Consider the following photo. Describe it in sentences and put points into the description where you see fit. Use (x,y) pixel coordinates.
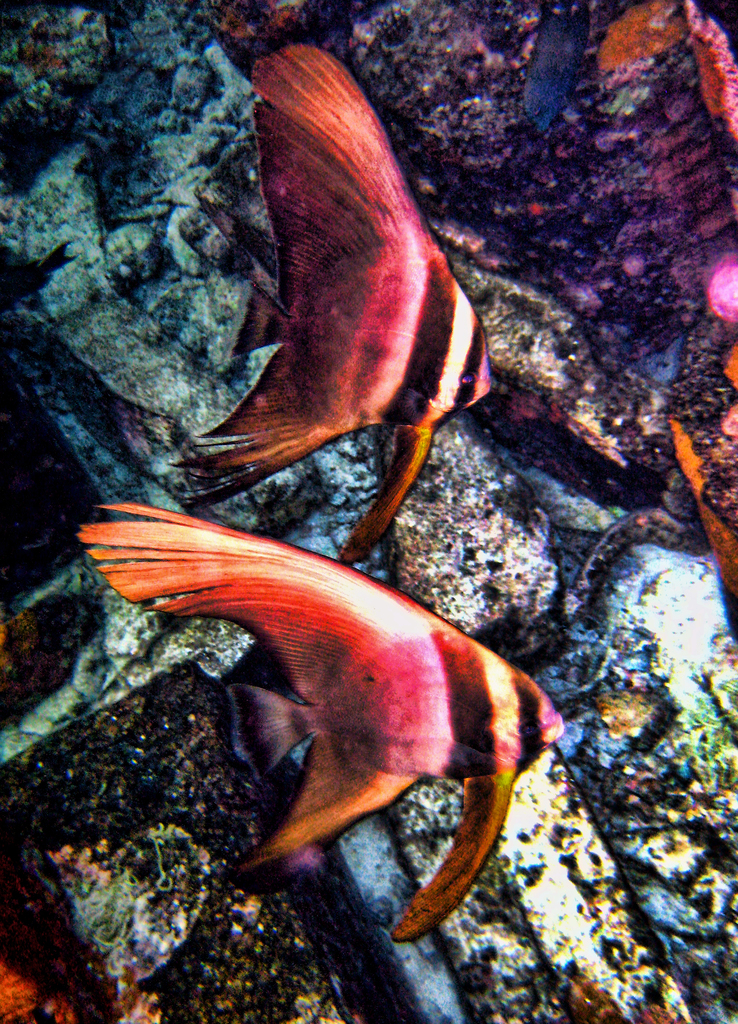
This picture seems to be an edited image. In the foreground (420,690) we can see the marine creatures (477,393). In the background (648,249) we can see some other objects (172,363).
